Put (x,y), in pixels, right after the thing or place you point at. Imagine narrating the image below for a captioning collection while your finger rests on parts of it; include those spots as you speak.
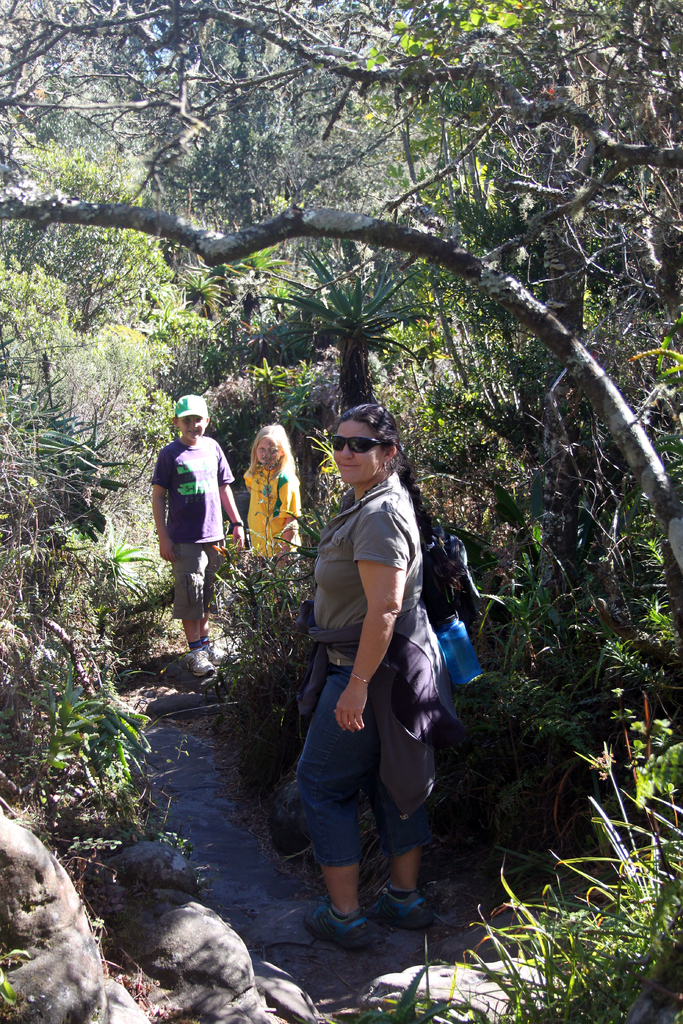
In this image I can see few persons (389,587) are standing on the ground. I can see few rocks (197,940) and few trees (25,789) around them. In the background (576,483) I can see few trees (386,208).
